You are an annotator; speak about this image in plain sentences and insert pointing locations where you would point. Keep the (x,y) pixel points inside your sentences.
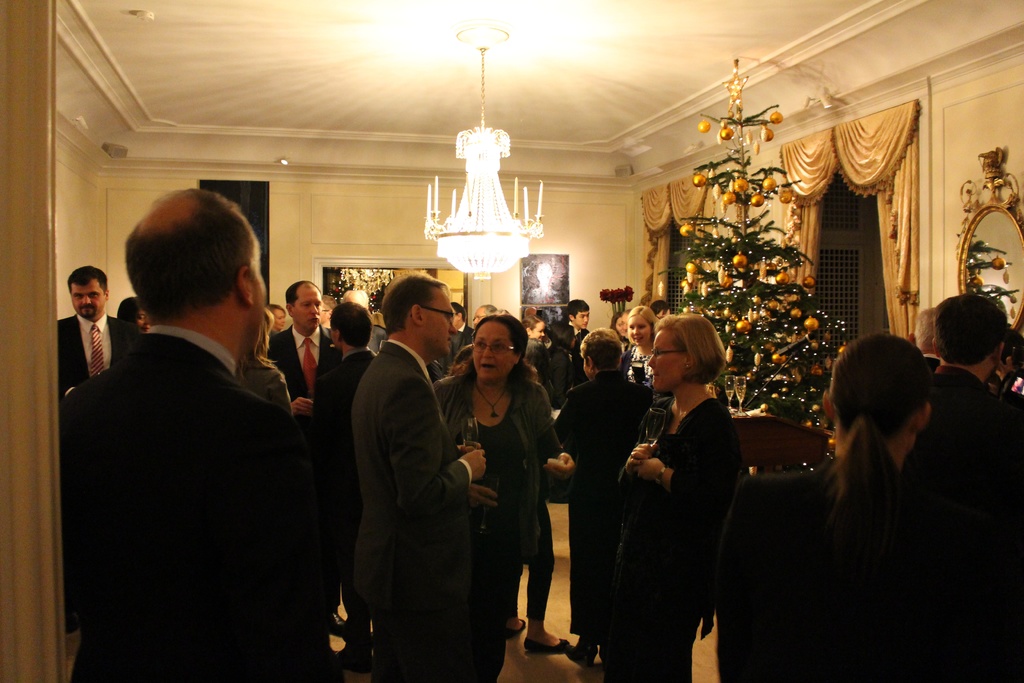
In this image I can see in the middle (571,379) a group of people (535,450) are standing and talking together, on the right side (721,246) there is a Christmas tree (709,239), at the top (533,213) there are lights (487,35) and there is a mirror (1010,271) on the wall (938,233).
